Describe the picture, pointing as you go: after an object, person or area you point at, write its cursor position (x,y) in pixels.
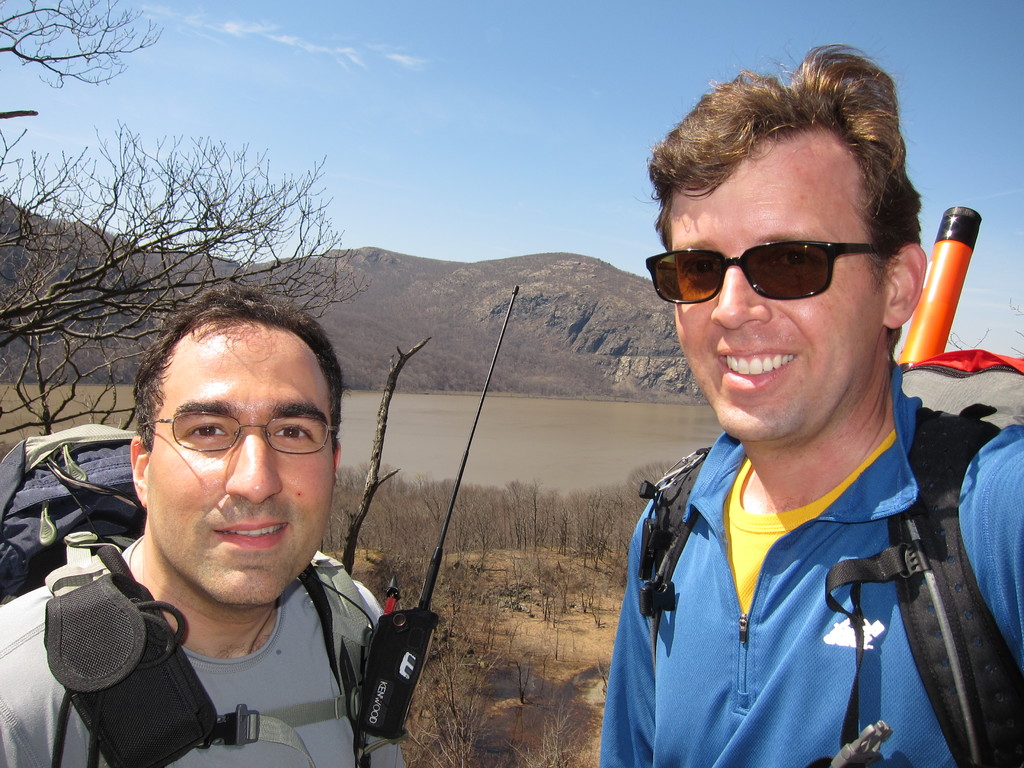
In the image there are two men (259,435) in specs (271,444) carrying bags (921,558) and smiling, behind them there are dried trees (494,549) on the land (491,563) followed by a lake (491,460) with a hill (524,312) behind it and above its sky (395,62).
